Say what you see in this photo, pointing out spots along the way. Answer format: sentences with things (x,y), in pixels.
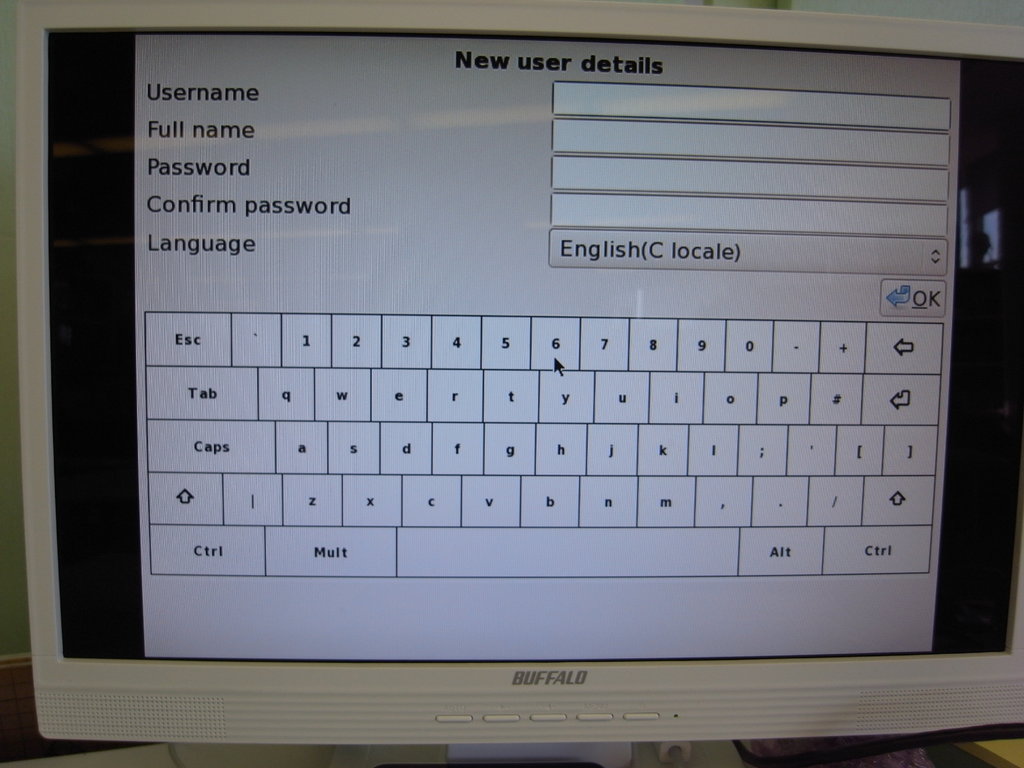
In this image we can see the monitor screen (487,505).
